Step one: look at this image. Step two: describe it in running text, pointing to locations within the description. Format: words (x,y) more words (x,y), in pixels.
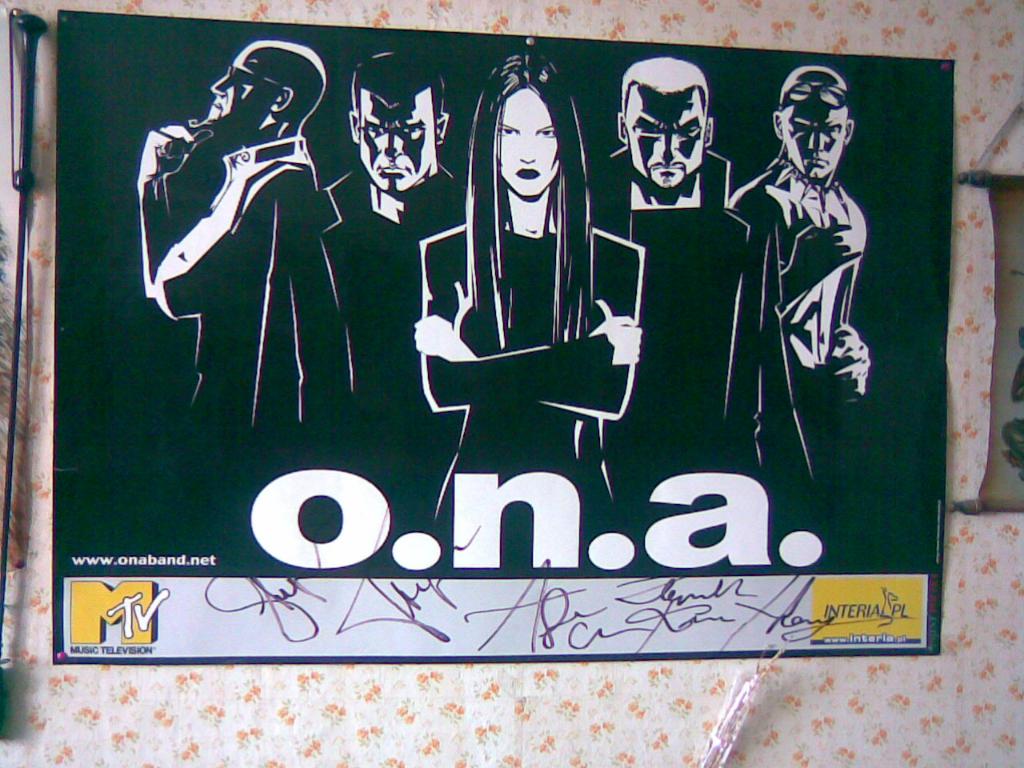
In the foreground of this picture (564,405), there is a poster (564,405) to a wall (500,726). There is a stick (26,75) to the nail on the left side of the image (35,51). In the poster (480,106) we can see the persons (771,255) and text (709,514) on the bottom (392,589).
